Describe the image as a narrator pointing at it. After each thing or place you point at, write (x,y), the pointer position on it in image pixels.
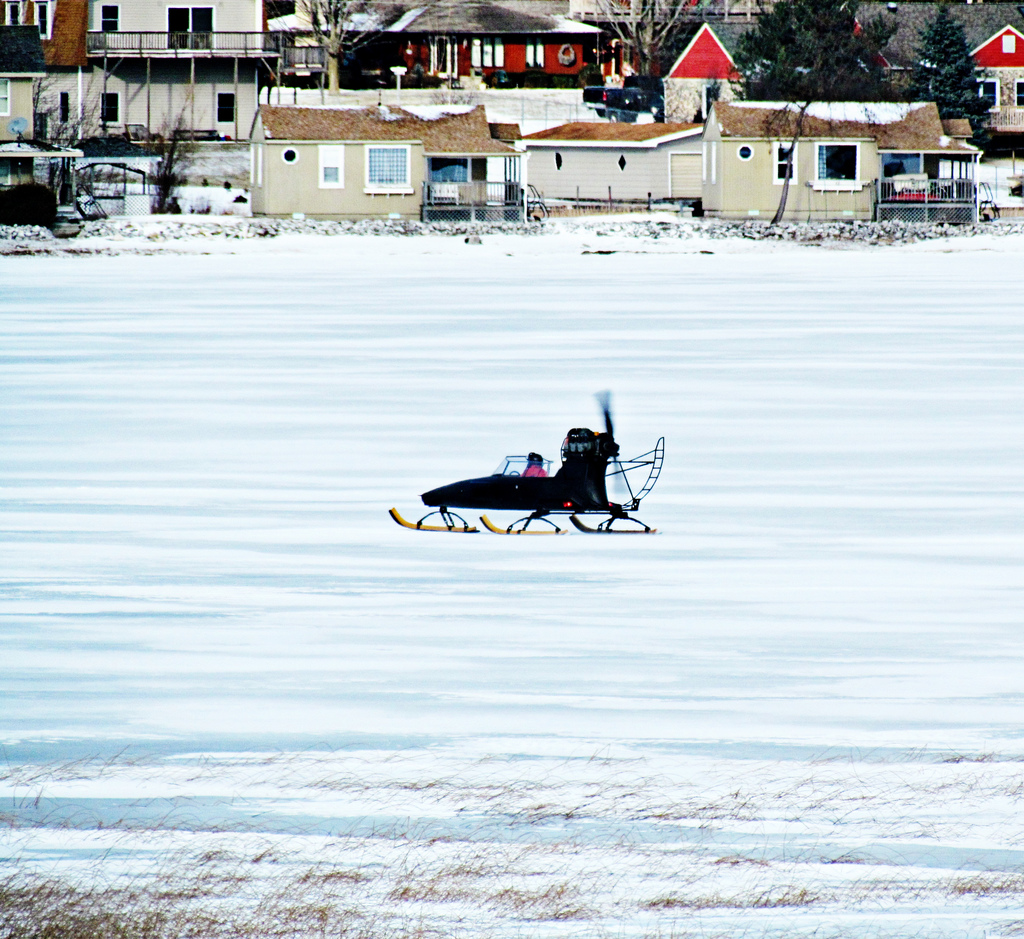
In this picture there is snow (4,413) in the center of the image (626,398) and there is a sled (577,511) in the center of the image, there are houses (66,104) and trees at the top side of the image (72,7).
